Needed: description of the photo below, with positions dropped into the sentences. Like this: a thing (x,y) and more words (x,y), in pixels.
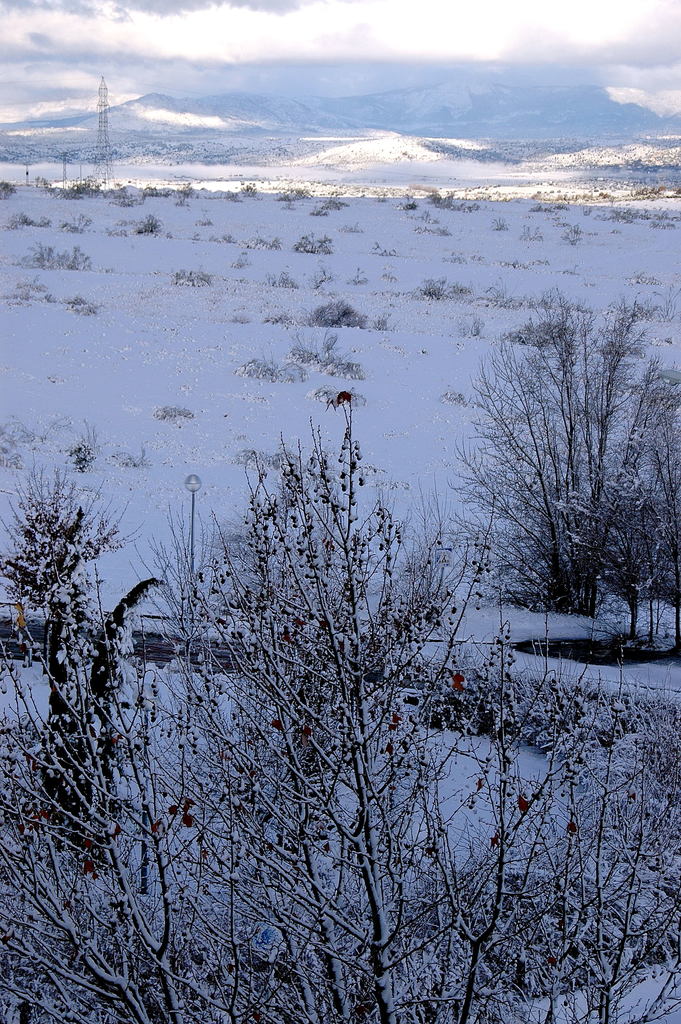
In this picture we can see snow (189,420) and few plants (292,702), in the background (190,116) we can find a tower (107,160) and hills (263,125).
